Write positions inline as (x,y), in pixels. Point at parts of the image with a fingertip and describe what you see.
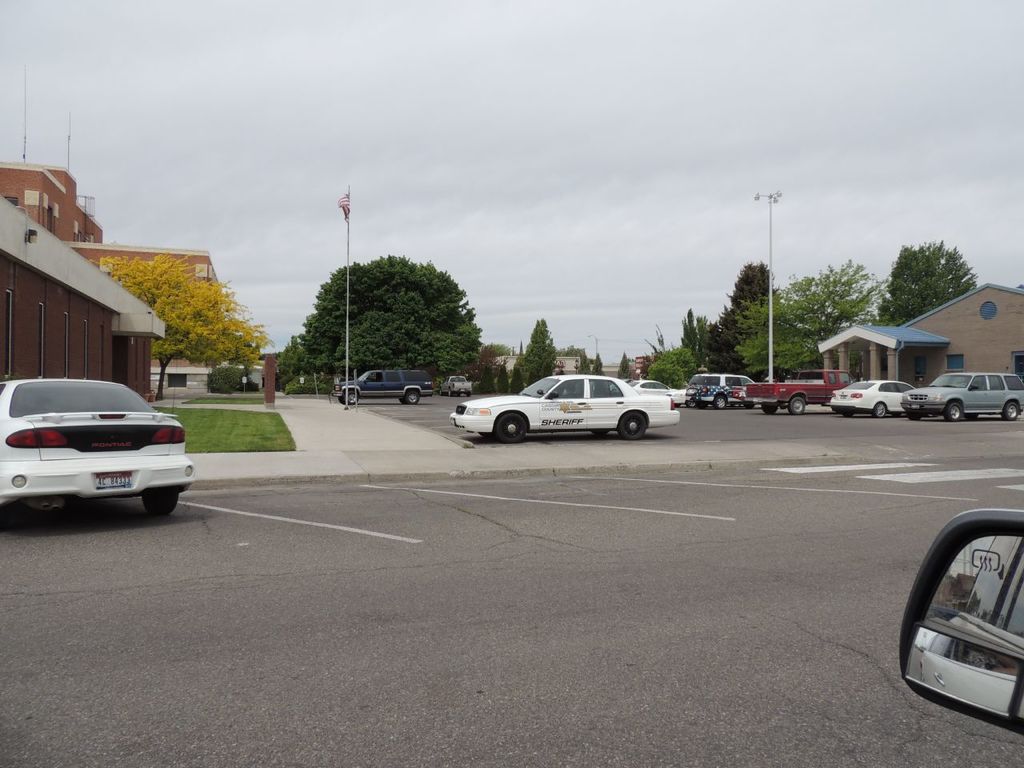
In the picture we can see a road (215,681) on the left side of the road (427,570) we can see a grassy surface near it, we can see some pole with flag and one pole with lights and besides it, we can see some buildings (31,169) and besides to it, we can see some trees (685,336) and near the houses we can see cars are parked near the road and in the background (325,254) we can see a sky (587,115) with clouds (587,204).
